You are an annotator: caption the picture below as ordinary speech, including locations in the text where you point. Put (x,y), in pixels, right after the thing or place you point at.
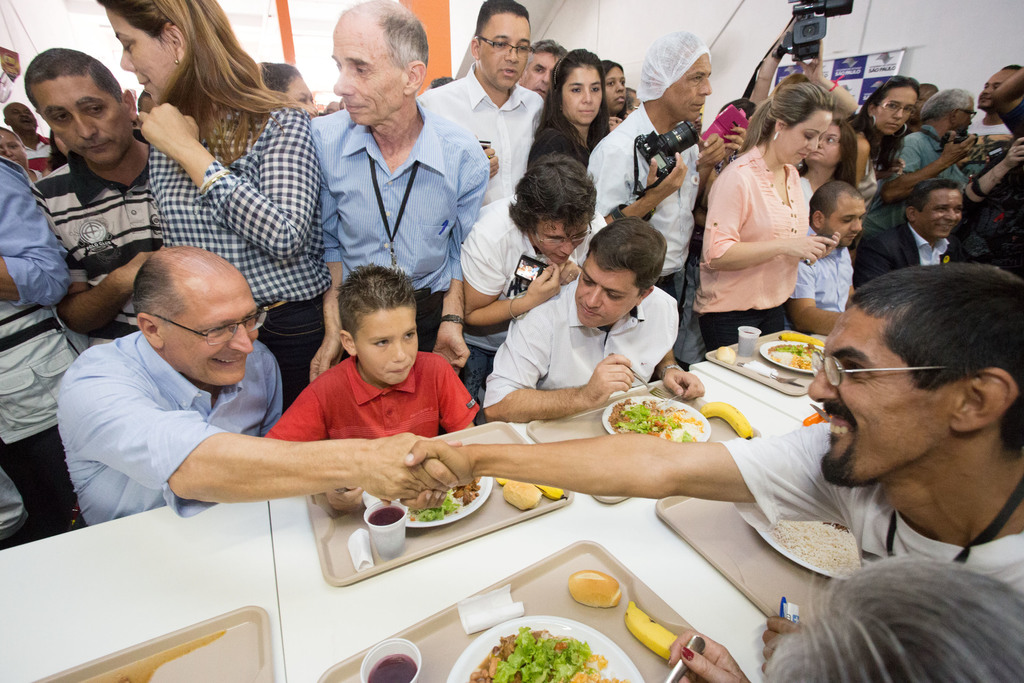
In this image there are group of people (448,290). On the table (328,595) there is a tray (429,672), plate (615,656), food (579,643), glass (415,664), spoon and a banana (642,612), At the back side there is a camera (814,51).
